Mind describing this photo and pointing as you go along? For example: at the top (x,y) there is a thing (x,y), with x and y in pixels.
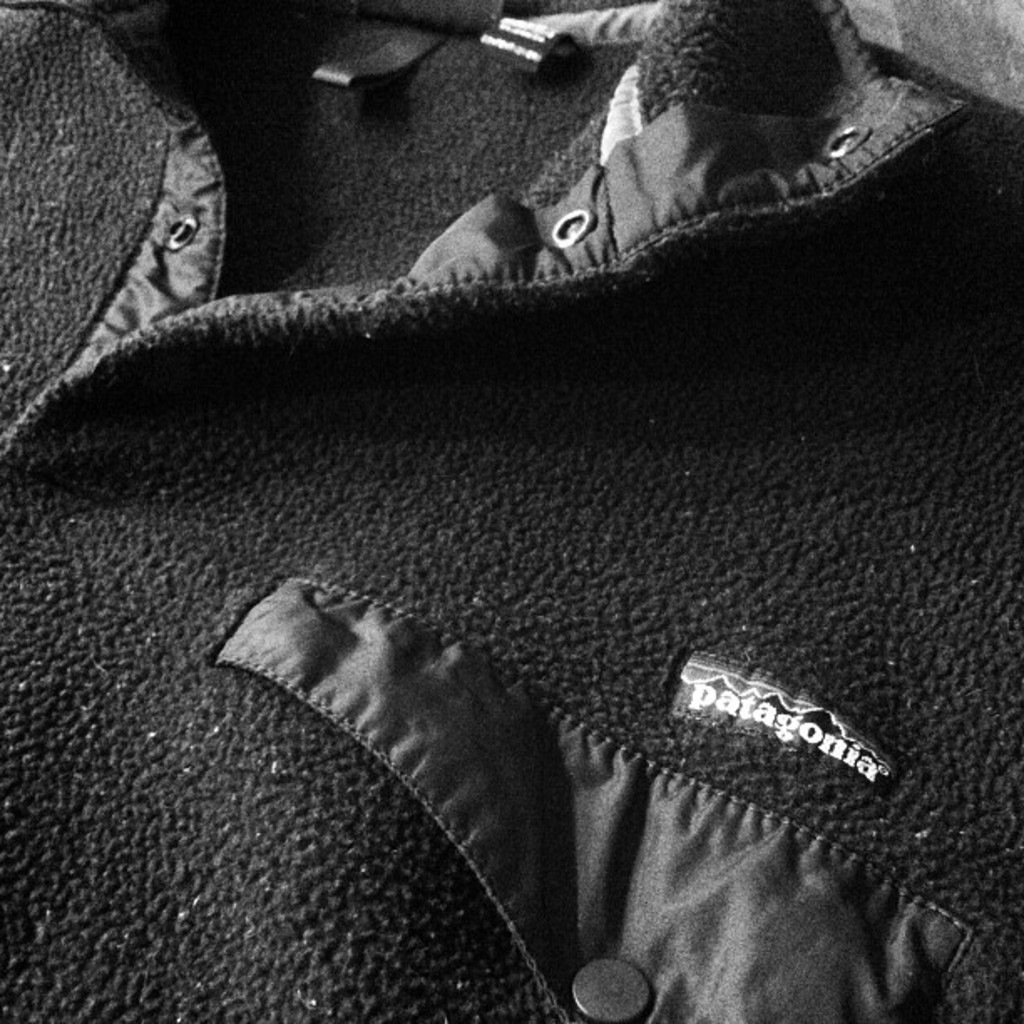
In this image we can see cloth (539,511). Here we can see a tag (733,688) with some text (858,747).
